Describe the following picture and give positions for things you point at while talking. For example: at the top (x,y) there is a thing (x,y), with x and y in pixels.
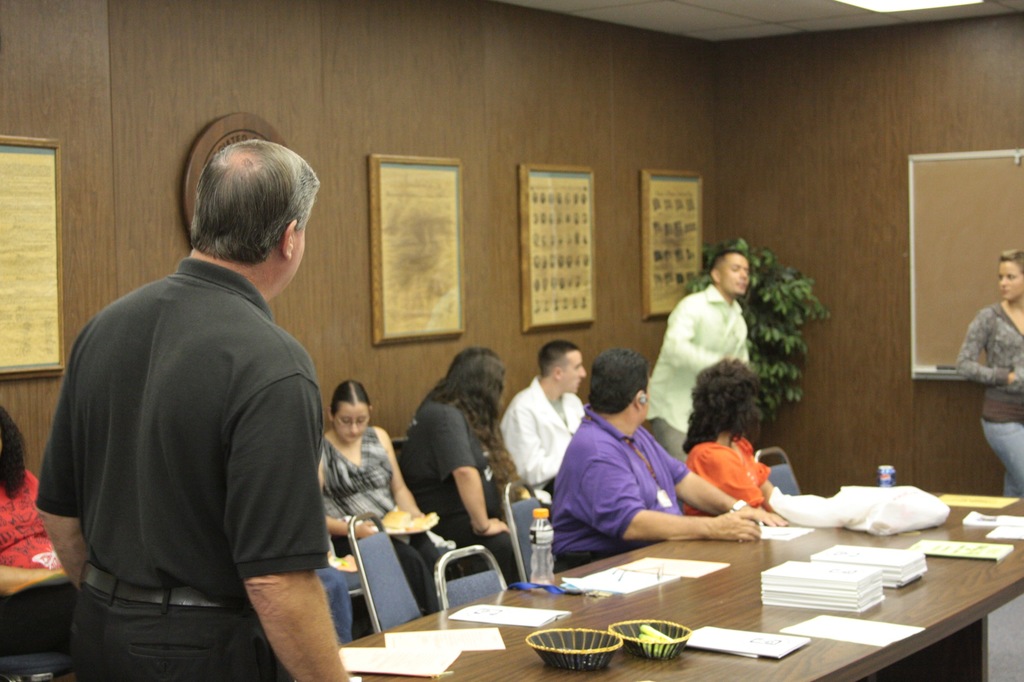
This is the picture of a room (933,464) where we have a table (780,622) on which there are some things (578,654) and some people (2,603) sitting around the table (842,669) and there is a plant (757,346) to the corner and some frames (47,235) to the wall (752,189).
